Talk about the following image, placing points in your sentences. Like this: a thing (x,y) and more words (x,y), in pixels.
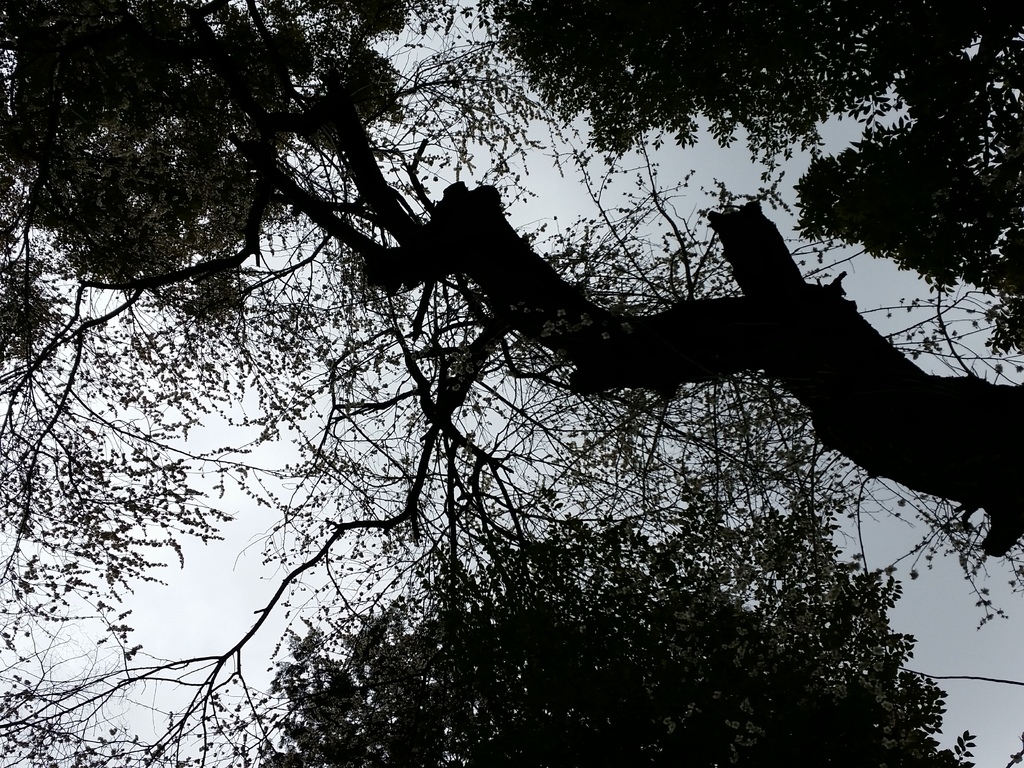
This is a black and white pic. Here we can see trees (632,289) and sky (643,237).
